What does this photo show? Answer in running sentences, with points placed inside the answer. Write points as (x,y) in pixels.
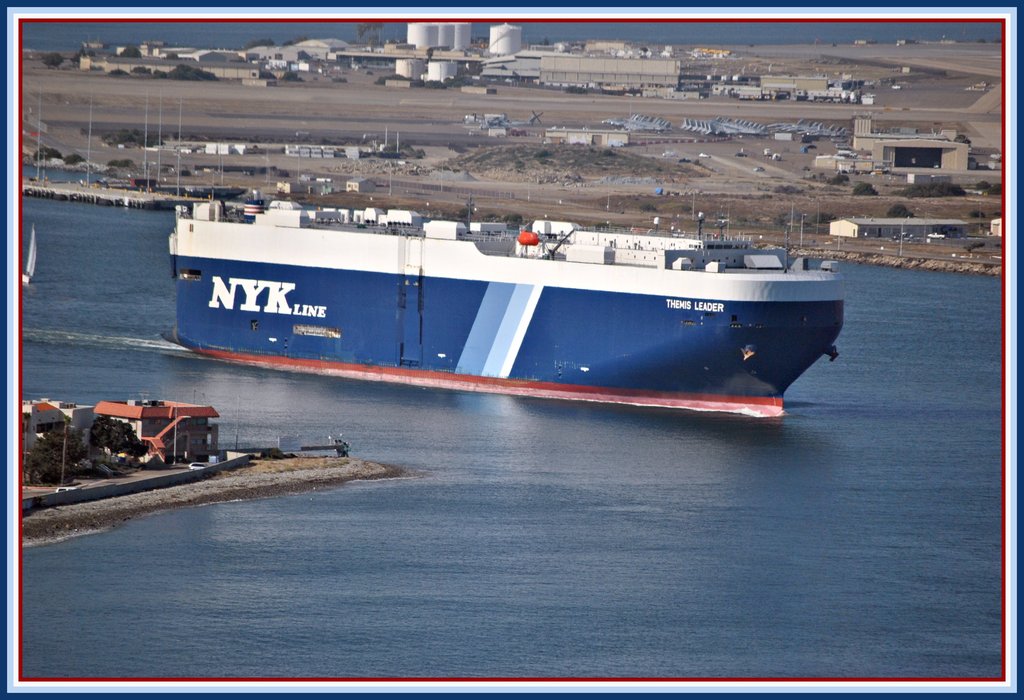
This is an edited image. In the middle of the image (622,308) there is a ship (588,364) on the water (442,430). On the left side (104,448) there are few buildings (85,434), trees (48,440) and also I can see few vehicles (71,490) on the road (172,466). In the background (380,56) there are many buildings (827,160) on the ground (783,198).
